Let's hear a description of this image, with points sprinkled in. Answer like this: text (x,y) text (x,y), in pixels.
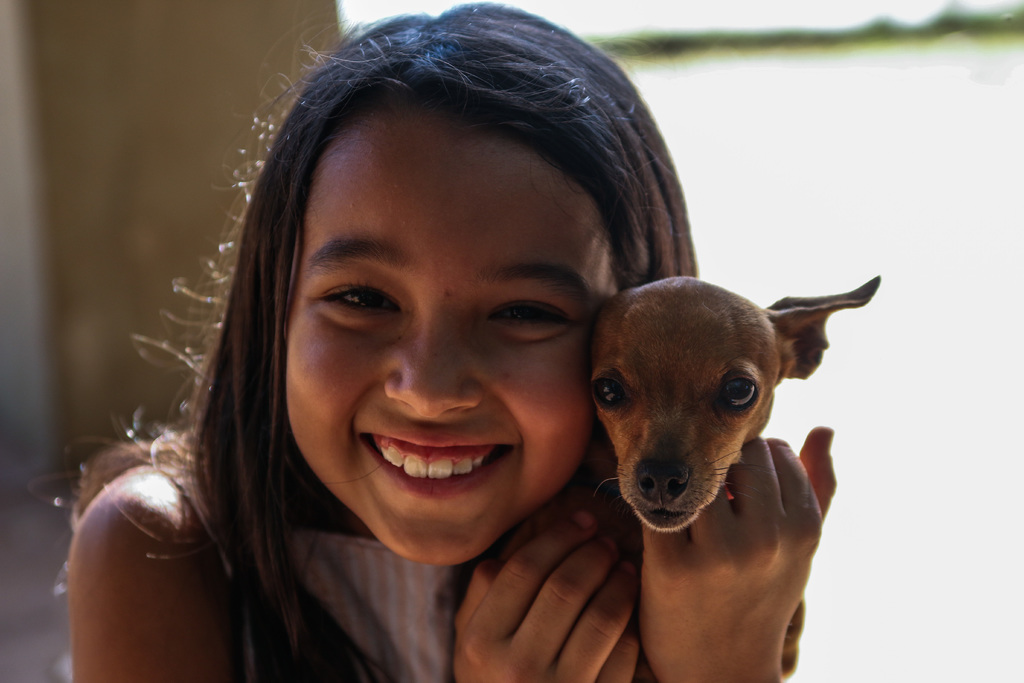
In this picture there is a small girl (135,559) smiling and she has a puppy (690,480) in hands (767,608) and in the background (141,376) there is a wall (129,379).
